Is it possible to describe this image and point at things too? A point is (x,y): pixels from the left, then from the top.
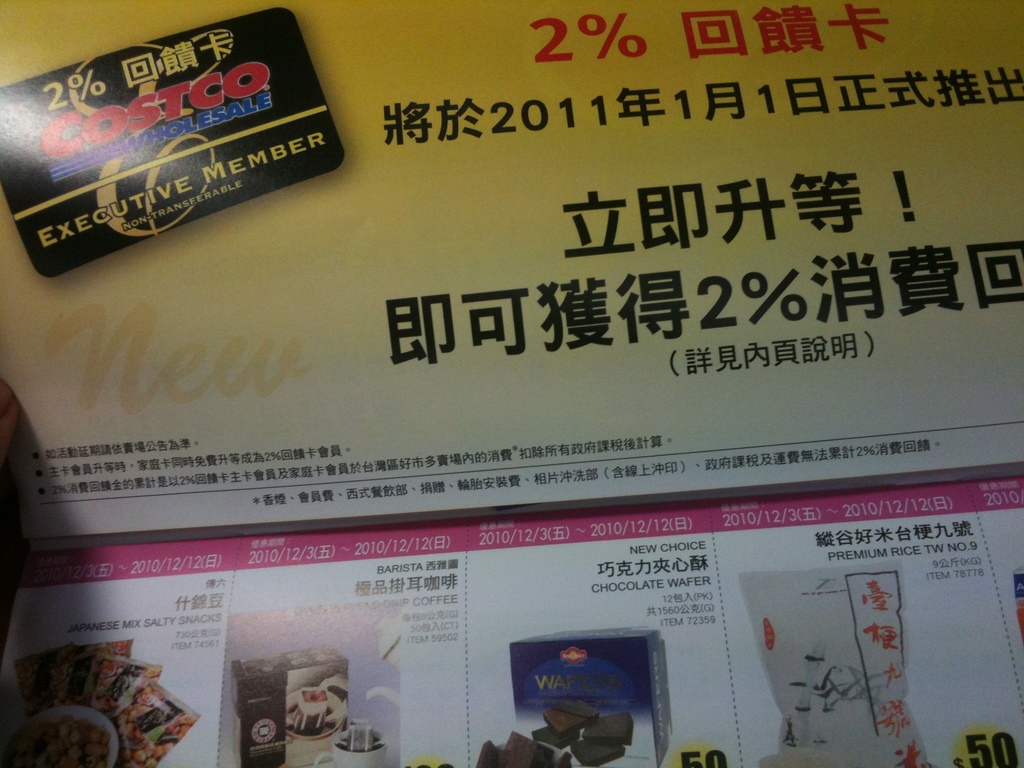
In this image, we can see some poster (236,443) and there is some text (657,564) and pictures (268,676) on the posters (298,309).
